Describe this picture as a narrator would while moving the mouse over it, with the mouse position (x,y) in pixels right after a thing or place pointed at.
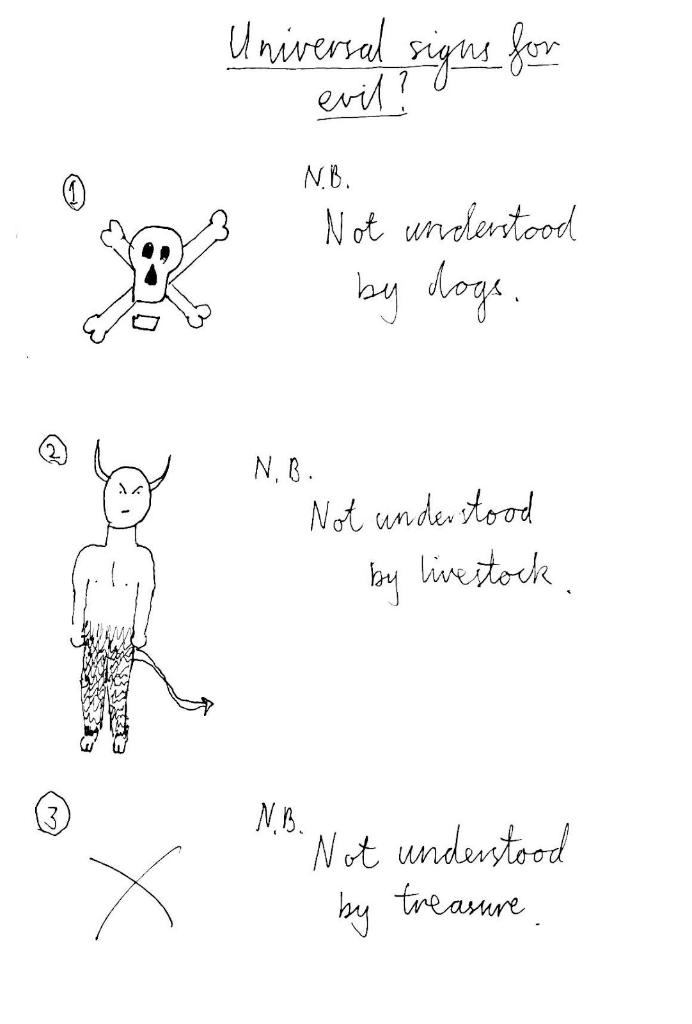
This is a page (656,889), on this page (589,664) we can see symbols (81,621) and text (550,576).
